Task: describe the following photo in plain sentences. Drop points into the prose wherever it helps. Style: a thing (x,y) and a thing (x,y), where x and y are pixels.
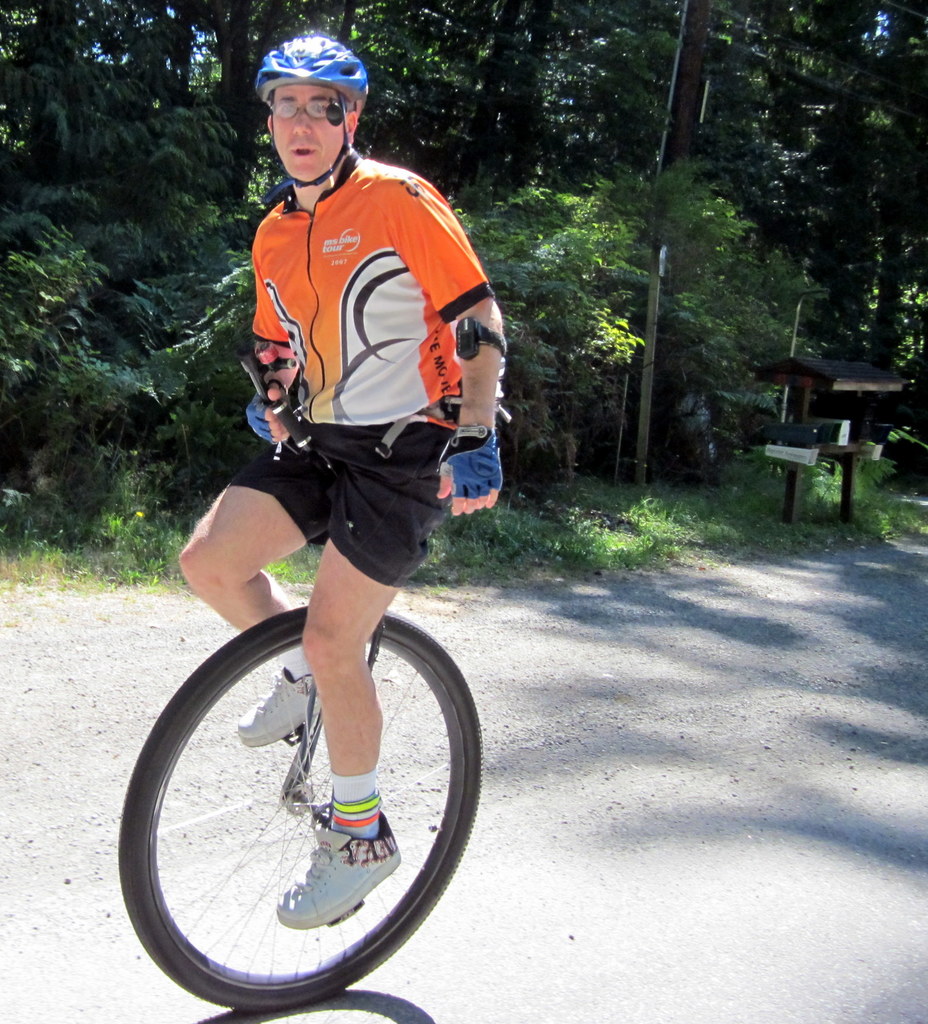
In this image I can see a man (345,292) wearing a jacket (351,369), short (352,498), helmet (321,71) on the head (293,104) and Uni cycling on the road (695,784). In the background (776,200) there are many trees (761,193) and a pole (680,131).
